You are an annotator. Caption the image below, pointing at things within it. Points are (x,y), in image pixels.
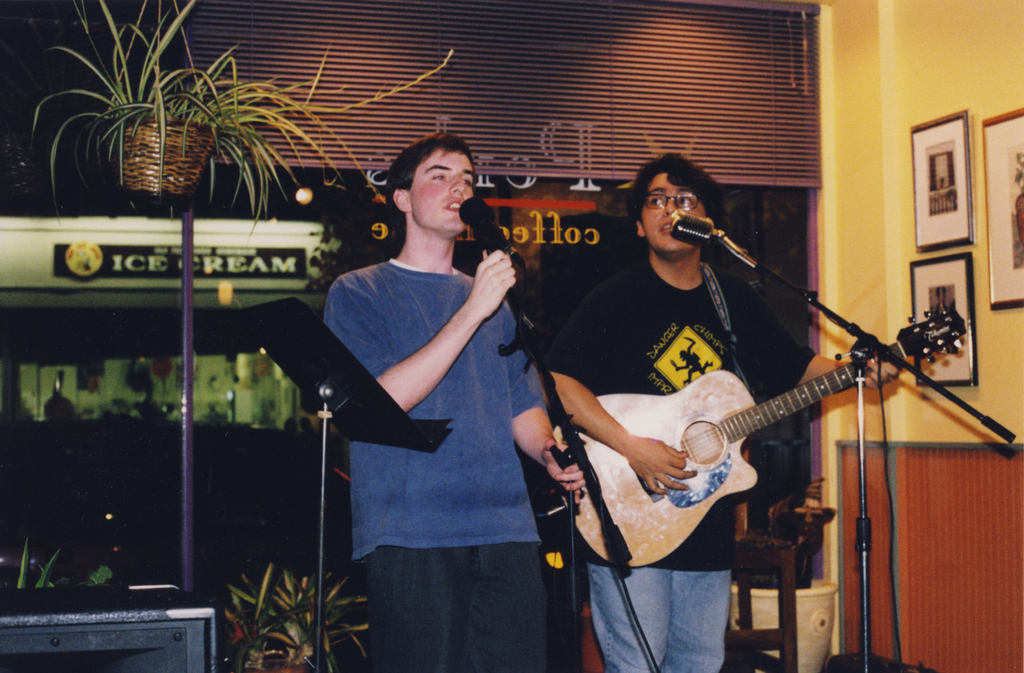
There are two men (502,436) in this picture. One of the guy (445,224) is singing and the other guy (666,453) is playing a guitar (744,428) in his hands (675,475) in front of a mic (703,240). In the background (507,103) we can observe a curtain (431,82) and a plant (185,90) hanged to this curtain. There are some photographs (928,171) attached to the wall (928,55) in the right side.
